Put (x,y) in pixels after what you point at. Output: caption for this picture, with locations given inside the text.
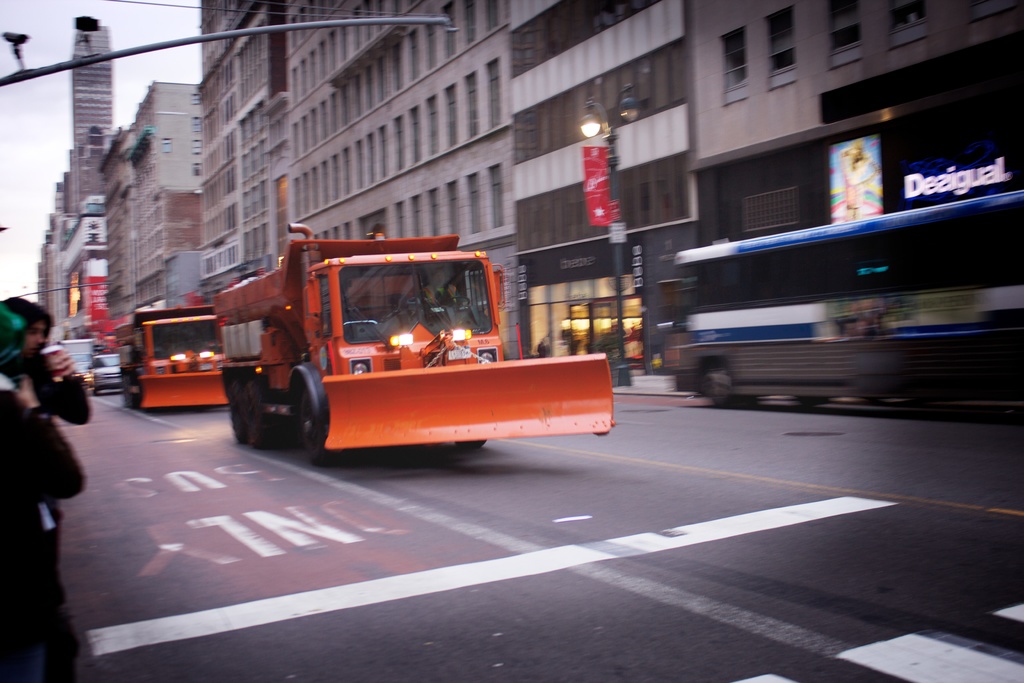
In this image, we can see so many vehicles (366,427) on the road (513,575). Left side of the image (39,521), we can see two people (23,413). Background there are so many buildings (383,199), hoardings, banners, pole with lights (591,100) and sky (31,266).
